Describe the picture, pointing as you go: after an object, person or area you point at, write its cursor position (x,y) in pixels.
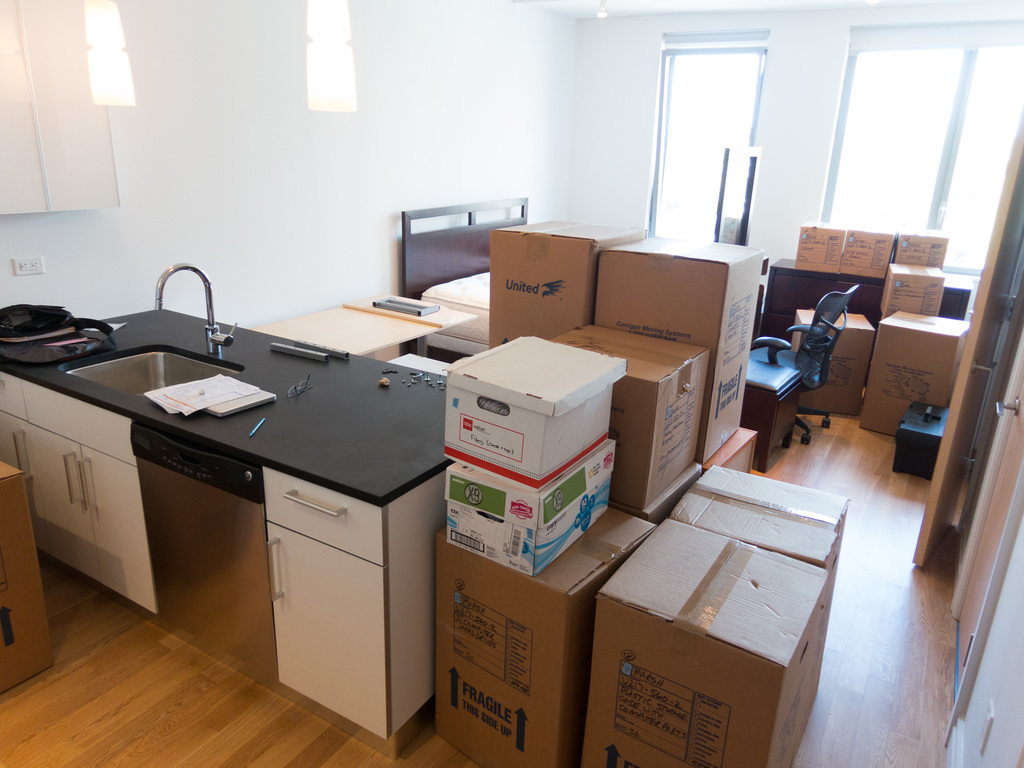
This picture is clicked inside a room (504,173). There are many cardboard boxes (700,389) in the room (652,401). There is also a bed (468,284) and chair (805,345) behind them. There is a kitchen platform (376,442) in the image. And on the platform (267,439) there is a bag (52,324), book (238,398), pen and spectacles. There is also sink (134,375) to the platform (255,376). There are lamps (115,78) hanging to the ceiling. In the background (358,78) is wall (592,95) and window (849,144).
